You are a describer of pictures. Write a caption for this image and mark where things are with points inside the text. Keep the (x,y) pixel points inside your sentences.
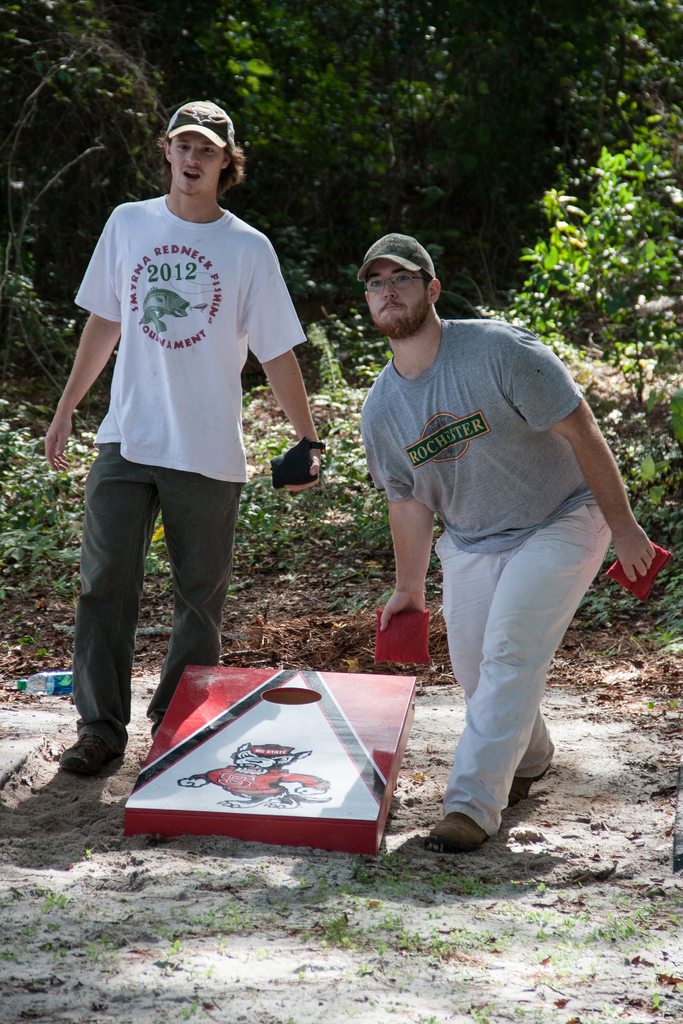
In this image we can see men (481,371) standing on the ground (436,764). In the background (301,79) we can see trees (450,230) and plants (631,334).
